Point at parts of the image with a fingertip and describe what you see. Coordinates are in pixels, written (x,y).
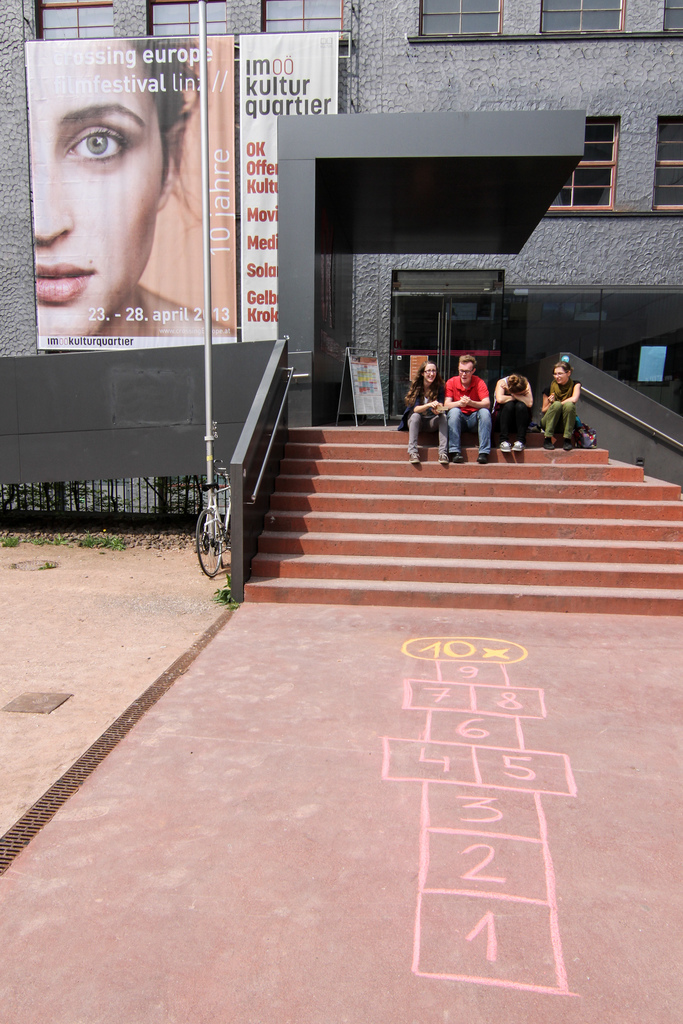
In this image there are a few people (455,445) sitting on the stairs (466,445) in front of a building (421,282), behind the stairs (447,599) there is a menu board (374,391), on the building (380,364) there is a banner (168,81), in front of the building (233,450) there is a pole (205,128), beside the pole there is a cycle (215,491), in front of the stairs (458,557) on the pavement (483,646) there are some numbers (477,871) written on the surface (458,771).
